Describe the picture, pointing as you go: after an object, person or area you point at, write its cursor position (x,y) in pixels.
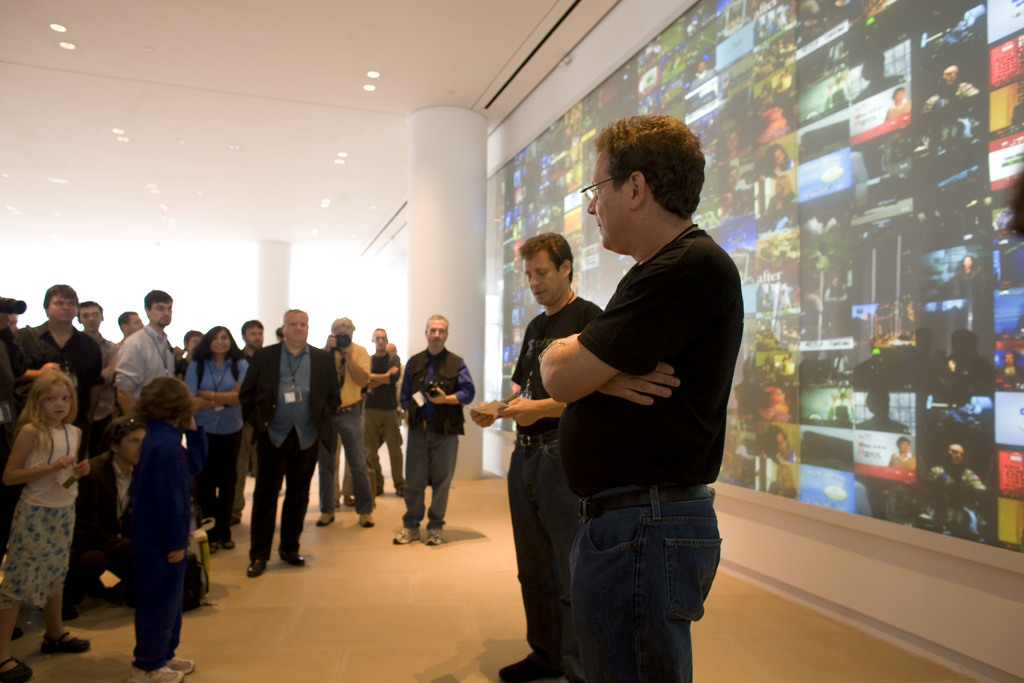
In this image we can see people (572,435) standing. In the background (445,313) there are pillars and boards (765,198). At the top (376,78) there are lights (366,85).
